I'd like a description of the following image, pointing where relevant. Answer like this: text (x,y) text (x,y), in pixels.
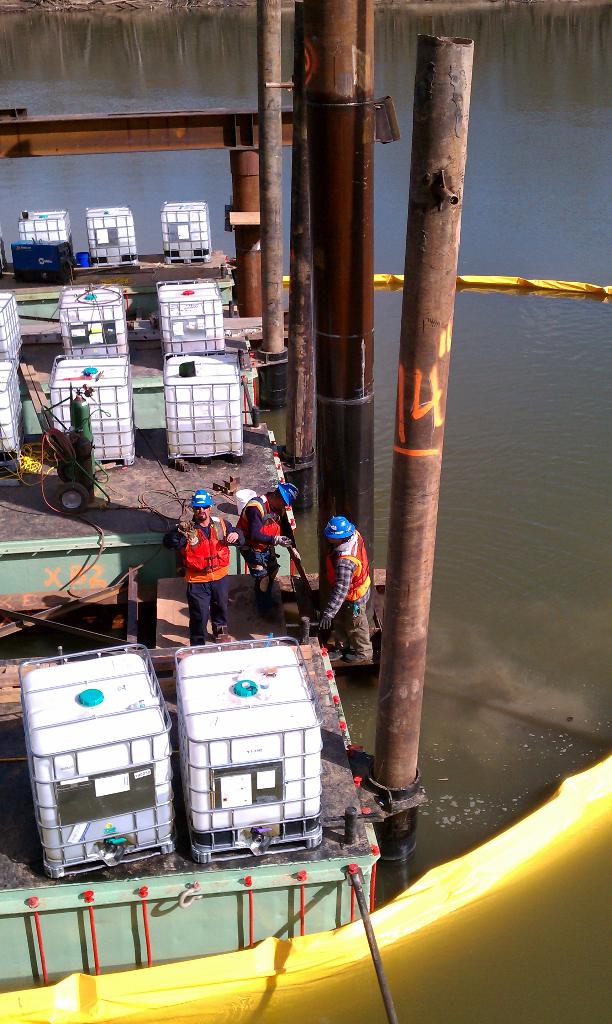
In this image we can see a group of people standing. We can also see some containers (266,706), pipes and some devices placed on the surface (187,617). We can also see some metal poles (308,406) and a barrier (454,886) on a water body (470,359).
